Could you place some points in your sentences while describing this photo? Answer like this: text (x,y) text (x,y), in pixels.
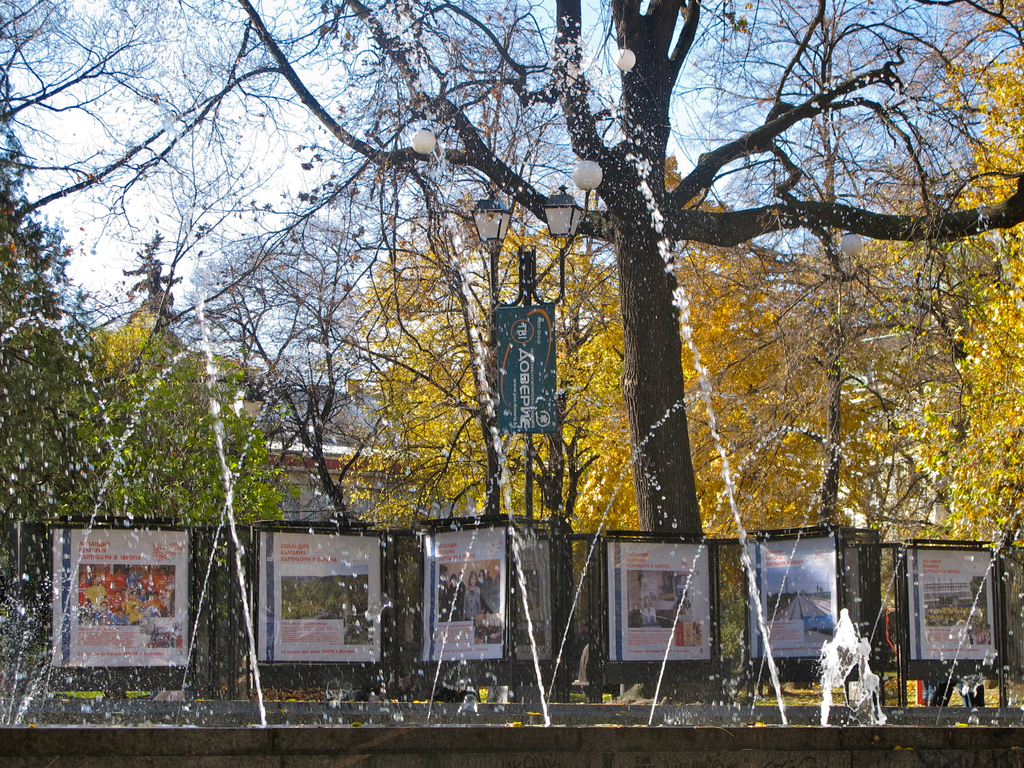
In this picture, we can see some trees (558,514), posters (936,630), fountains (971,689), poles (493,265), lights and the sky (148,194).
